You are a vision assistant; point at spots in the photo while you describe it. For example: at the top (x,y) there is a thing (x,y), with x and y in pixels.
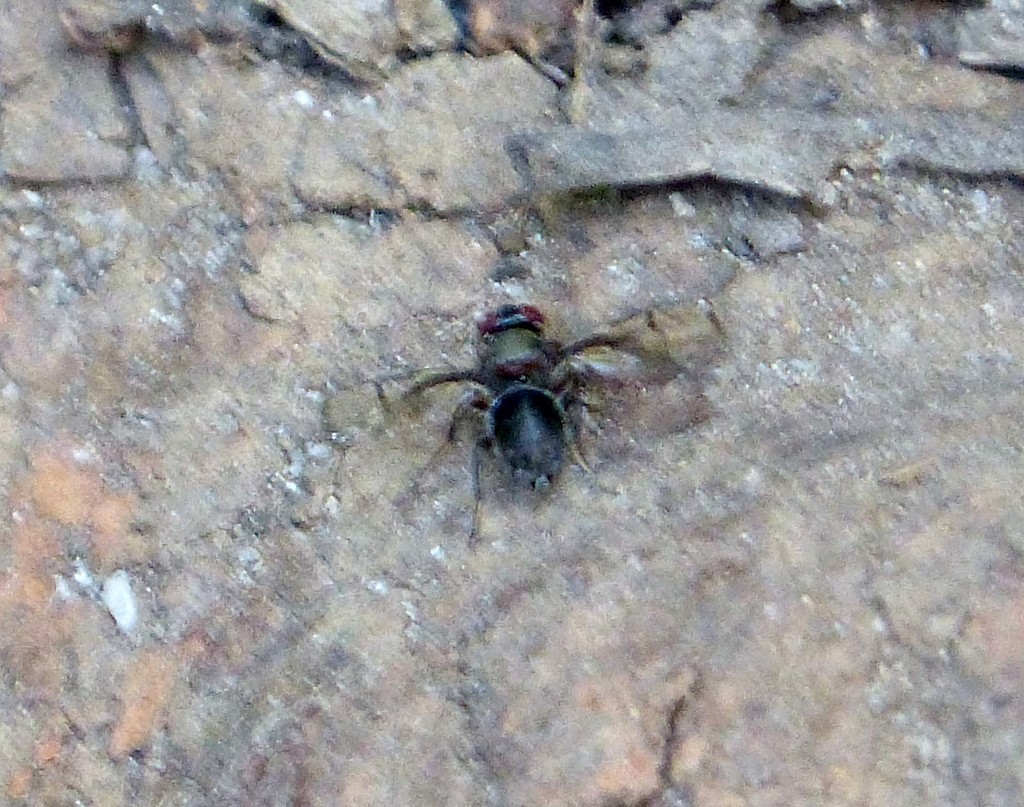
This is an insect (556,393).
